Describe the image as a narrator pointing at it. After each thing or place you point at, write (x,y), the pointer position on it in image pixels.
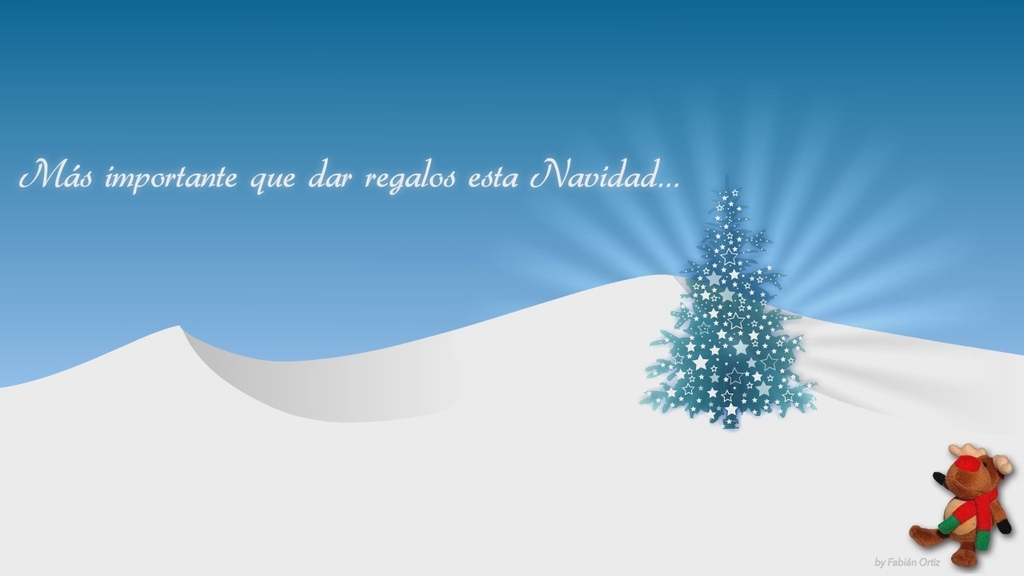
This image is an animation. In this image we can see an xmas tree (701,296) and there is a soft toy (952,518). We can see some text (71,175) and there are hills (531,373).
